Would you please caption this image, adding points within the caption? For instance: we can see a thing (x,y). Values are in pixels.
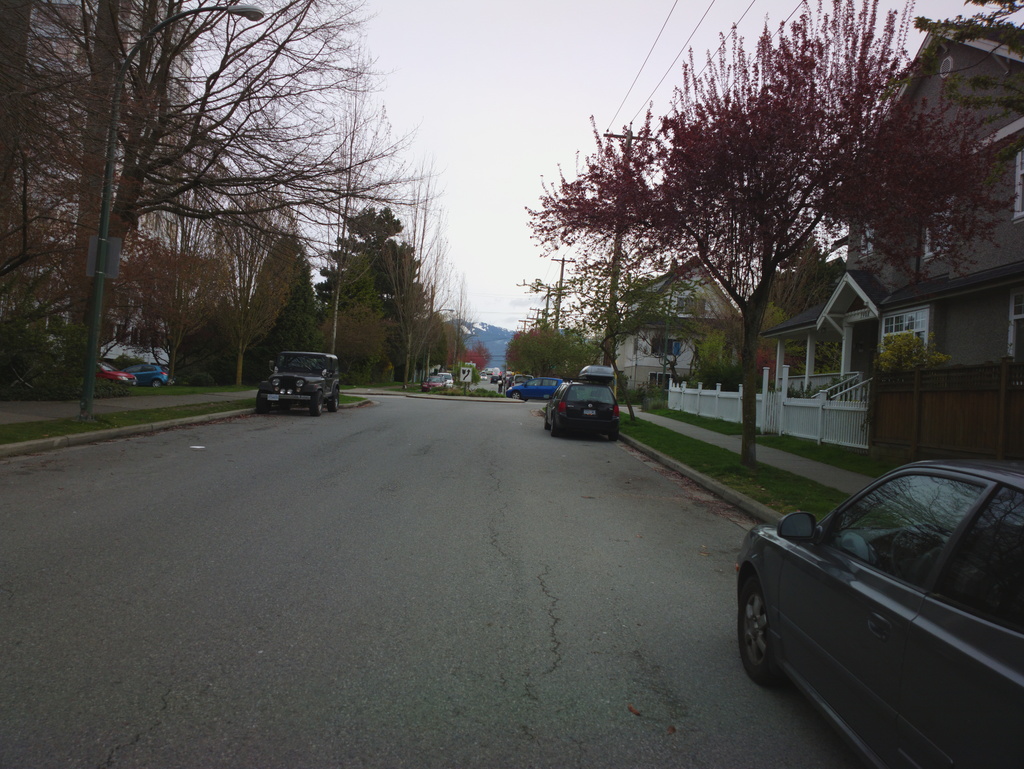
In this image, I can see vehicles (551,388) on the road (447,552). On the right side of the image (900,377), there are buildings (673,356), fence (692,392) and current poles (559,295). I can see the trees (386,360). On the left side of the image (102,293), there is a street light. In the background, I can see a hill (484,342) and there is the sky (477,175).
